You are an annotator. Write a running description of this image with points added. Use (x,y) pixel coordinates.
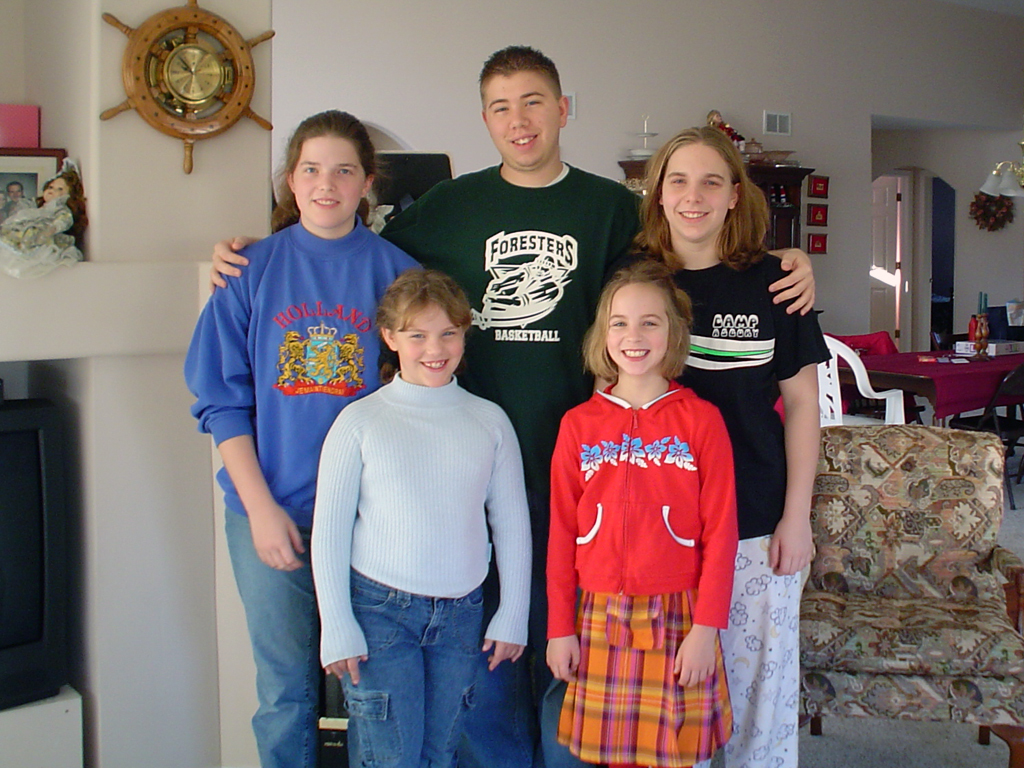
In this image I can see five persons (556,385) are standing and I can also see smile on their faces (344,181). In the background (909,469) I can see a sofa chair (919,472), few chairs (1021,382), a table (1006,368), a door (873,220), two lights (1017,195) and few stuffs (979,302) on the table (923,363). I can also see few things (821,220) on the wall (817,145). On the left side of this image (239,49) I can see a clock (146,105), a frame (48,158), a doll (71,194) and a television (47,643).
